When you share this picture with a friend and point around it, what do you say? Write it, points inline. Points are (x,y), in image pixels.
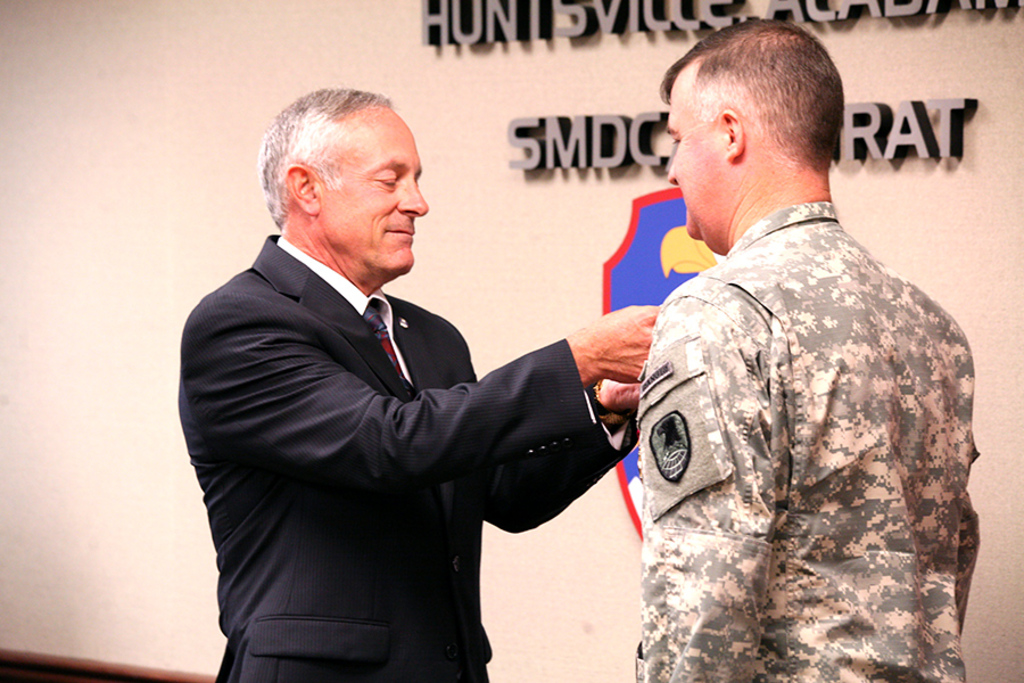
In the center of the image (681,353) there are two persons (298,677) standing. one person (521,513) is wearing a suit (548,511) and the other person (663,674) is wearing a uniform (873,653). In the background of the image (678,255) there is a wall (70,282).
